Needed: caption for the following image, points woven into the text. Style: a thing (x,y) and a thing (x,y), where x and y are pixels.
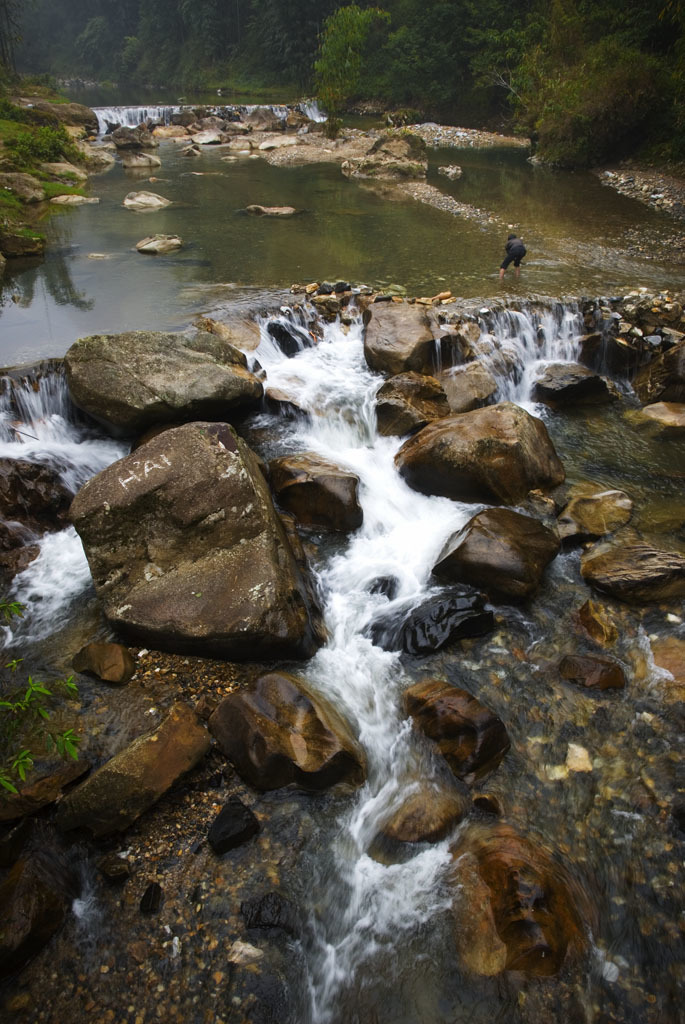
In this image we can see the rocks (213,140), waterfall (338,403), a person (517,268) standing in the water (539,251) and the trees (227,29) in the background (101,32).
